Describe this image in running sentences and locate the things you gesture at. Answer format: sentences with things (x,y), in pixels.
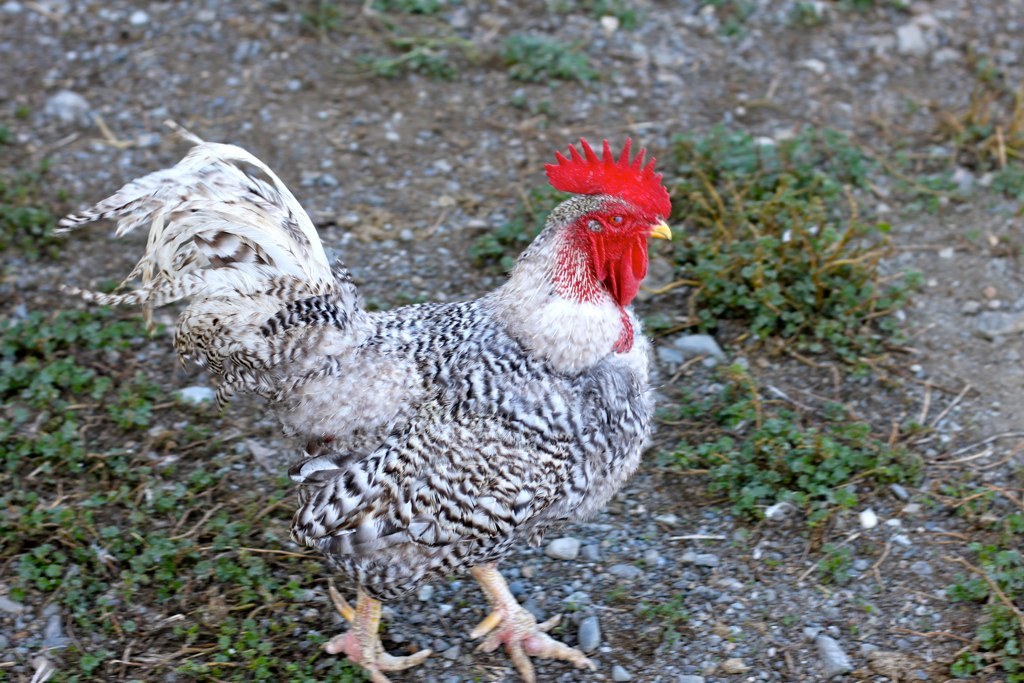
In this picture we can see a hen (462,542), plants (782,302), stones (702,568) on the ground (274,547).
